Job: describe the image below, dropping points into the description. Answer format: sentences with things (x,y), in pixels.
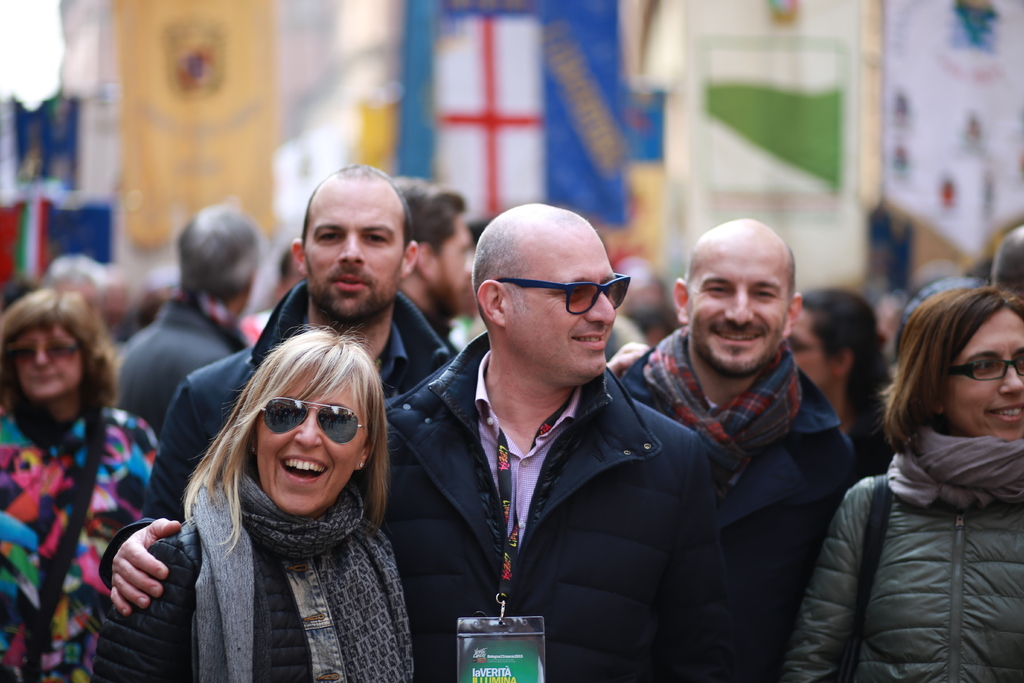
In this picture there are people (848,434) smiling. In the background of the image (4,562) it is blurry and we can see people (58,667).
